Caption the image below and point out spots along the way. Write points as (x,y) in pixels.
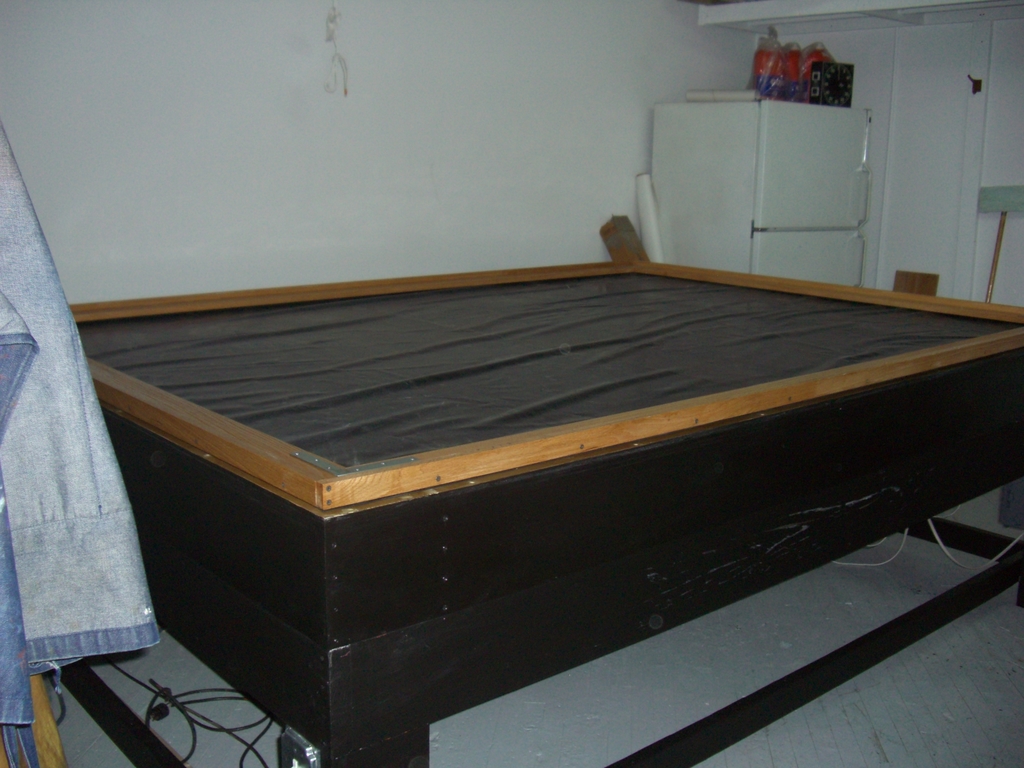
In the background (164,103) we can see the wall (587,143). We can see objects (833,79) on the top of a refrigerator (755,108). We can see few objects (648,237) near to a refrigerator (806,249). In this picture we can see a bed frame (161,479). On the left side of the picture (68,550) we can see a cloth (72,570). At the bottom portion of the picture (241,763) we can see the wires (241,763) on the floor (611,734).
